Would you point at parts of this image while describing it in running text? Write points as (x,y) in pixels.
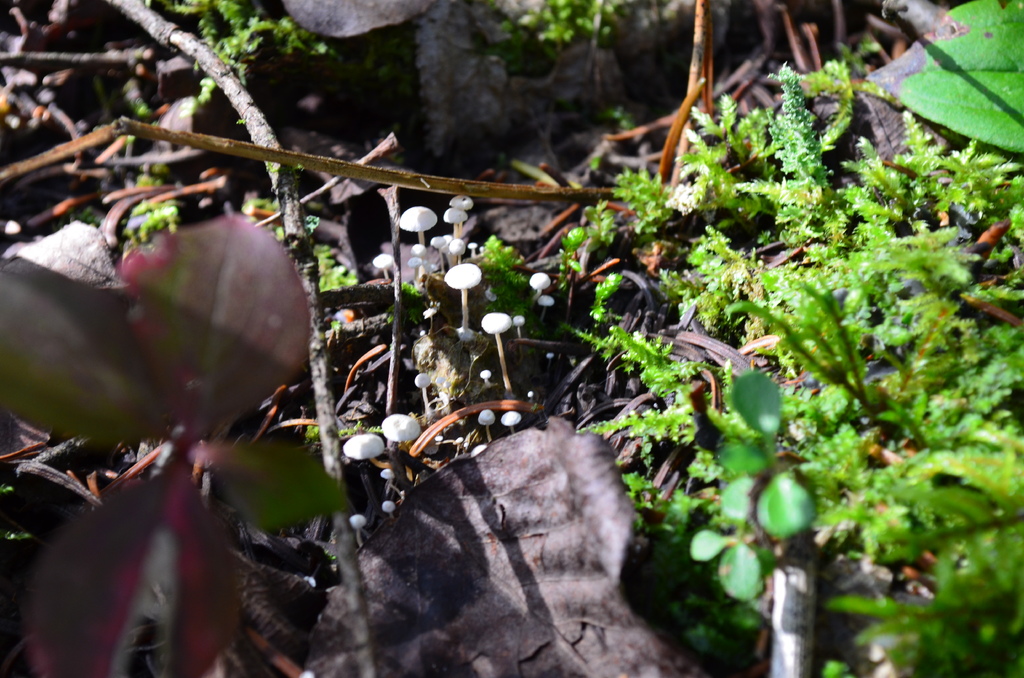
In the foreground of the picture (573,598) there are dry leaves (152,638). In the center of the picture (459,273) there are mushrooms (451,284). On the right (797,462) there are plants (868,188). At the top (77,55) there are twigs (67,123).
